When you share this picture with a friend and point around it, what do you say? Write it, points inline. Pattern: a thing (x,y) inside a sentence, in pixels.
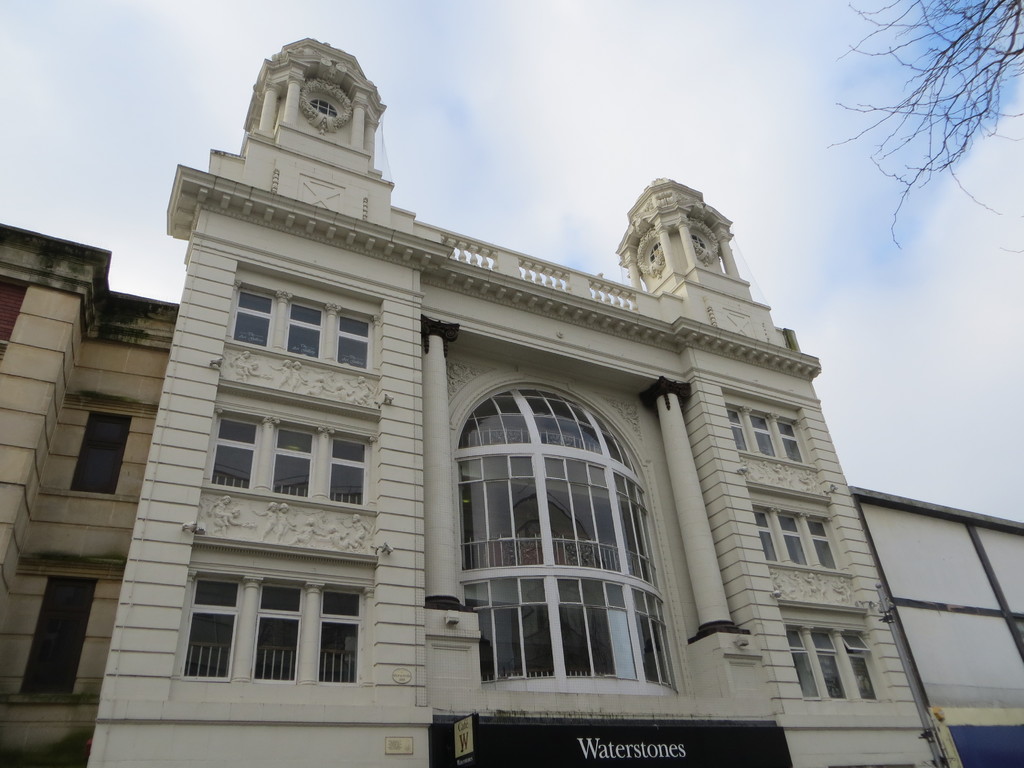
In the picture we can see a huge building (415,617) with windows (201,648) and glasses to it and under the building (620,309) we can see a name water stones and behind the building (360,203) we can see a sky (485,161) with clouds (929,245) and near to the building (634,318) we can see a part of dried tree (930,137).
